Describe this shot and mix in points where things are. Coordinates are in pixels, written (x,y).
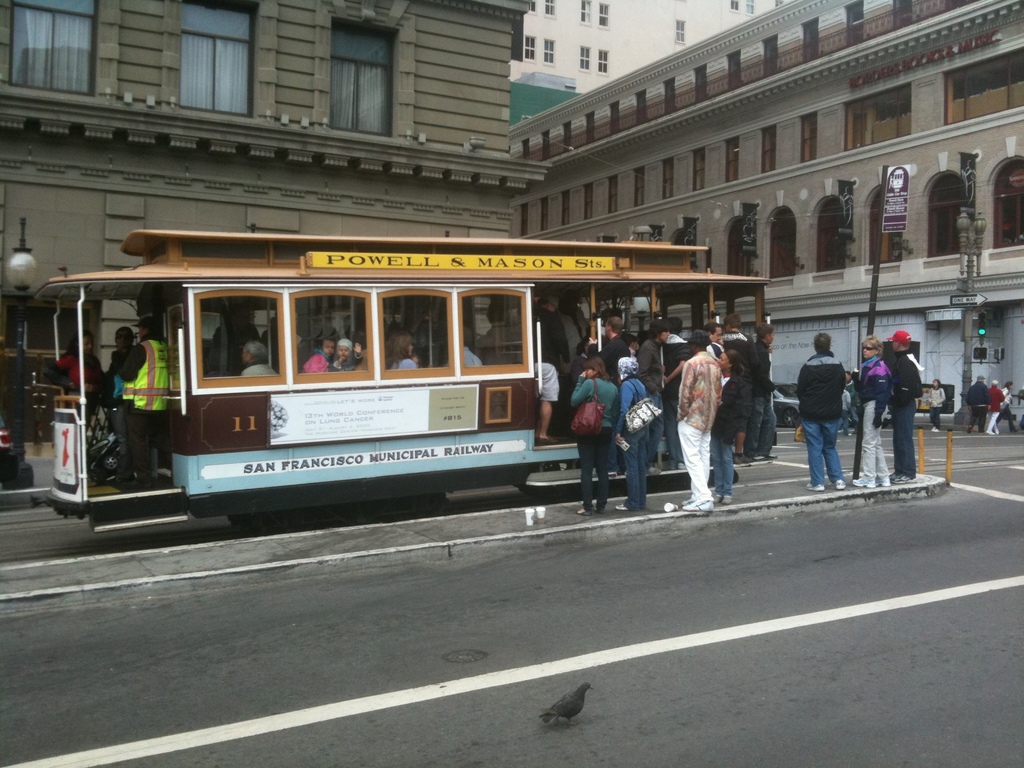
In this image I can see roads (879,652) and on these roads (895,545) I can see few people (749,452), few vehicles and a tram (252,500). I can also see few people (145,386) are in this tram (456,375) and here I can see something is written. In the background (620,204) I can see few buildings (683,162), few poles (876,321), a board (903,191) and a light (36,269). I can also see a bird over here.
